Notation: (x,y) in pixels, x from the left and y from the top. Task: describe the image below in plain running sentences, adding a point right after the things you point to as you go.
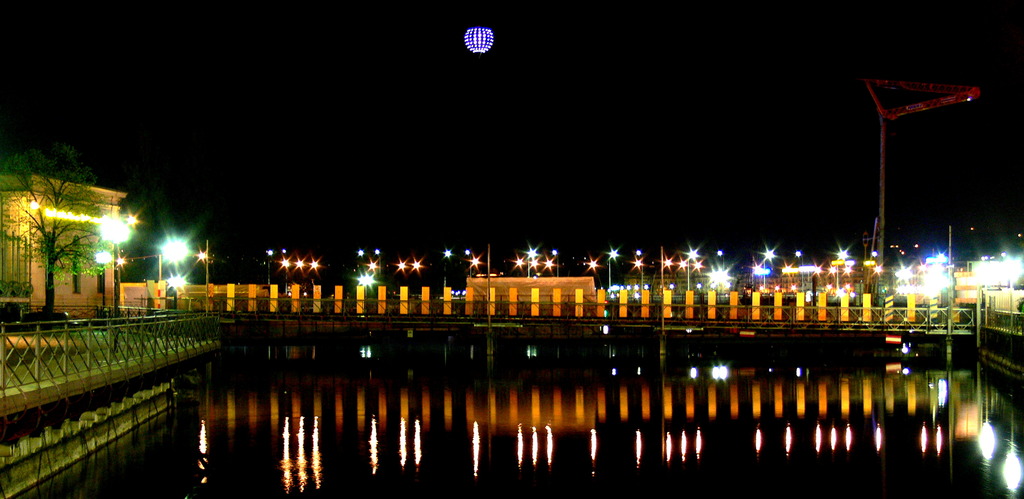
In this picture there is a small water pond (518,367) in the front (522,465). Behind there are many spotlights (520,264) and iron fencing railing (516,314). On the left side (148,338) there is a iron railing (48,331) and small shed house (69,293). Behind there is a black background (125,277).
